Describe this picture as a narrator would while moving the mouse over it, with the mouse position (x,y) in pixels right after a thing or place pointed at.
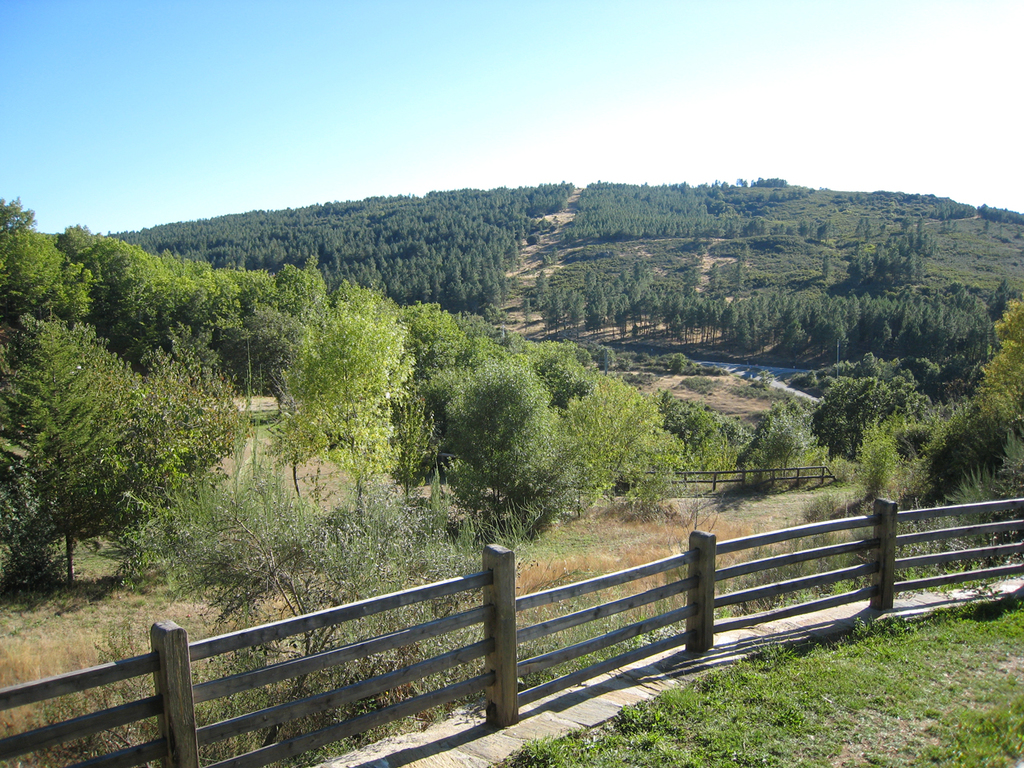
In this picture I can observe railing (626,629) in the bottom of the picture (124,719). In the background (392,344) there are trees (494,373) and sky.
